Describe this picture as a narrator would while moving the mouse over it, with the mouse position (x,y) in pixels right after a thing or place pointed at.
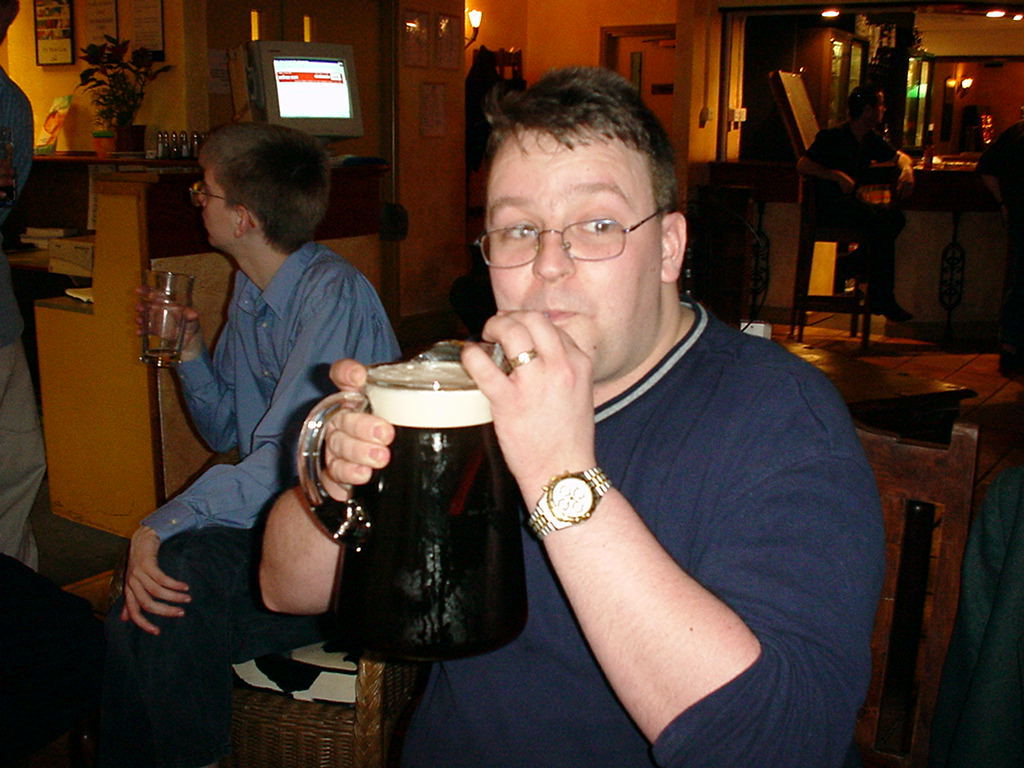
In this image we can see people (670,483) sitting. The man (487,665) sitting in the center (650,335) is holding a jug (461,559) in his hand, next to him there is another man (262,360) holding a glass (174,340). In the background (710,170) there are tables (931,175) and lights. There is a screen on the wall (199,69) and there are decors (112,133). At the top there are lights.
